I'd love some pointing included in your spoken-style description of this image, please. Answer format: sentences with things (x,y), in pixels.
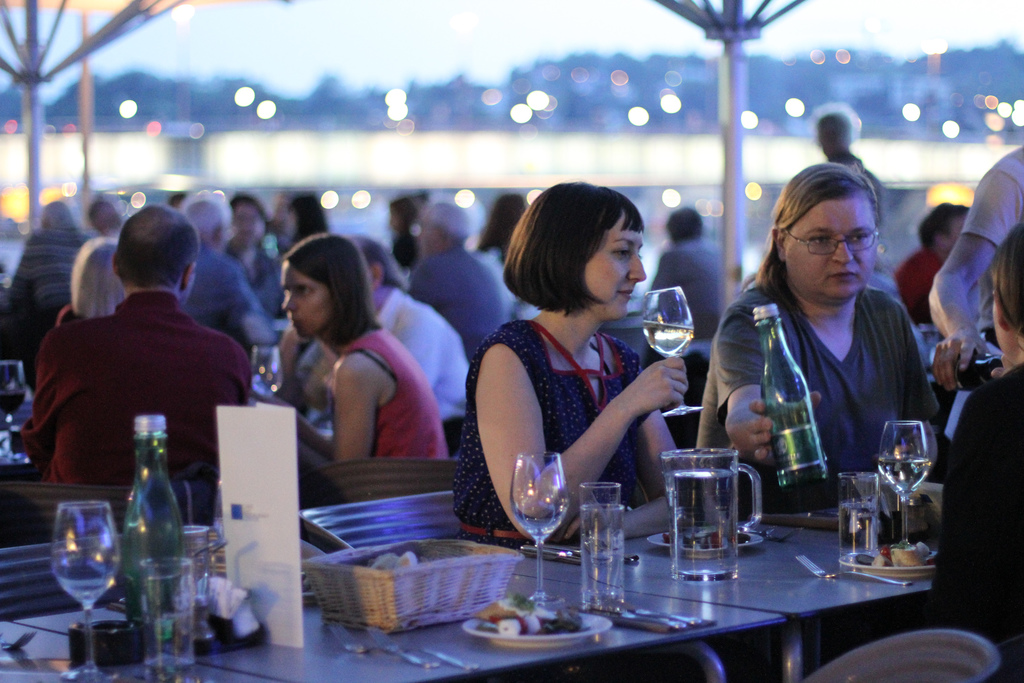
In this image there are 2 woman (638,519) sitting in chair (368,518) and in table (370,627) there are basket (372,550), bottles (790,455), glasses (597,521), wine glasses (550,526), tissues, plates (538,642), food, spoons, forks (398,651), knives (590,613), card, and at the back ground (681,266) there is buildings (370,123), pole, umbrella (124,3), group of people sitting in chairs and another person (941,378) standing.
